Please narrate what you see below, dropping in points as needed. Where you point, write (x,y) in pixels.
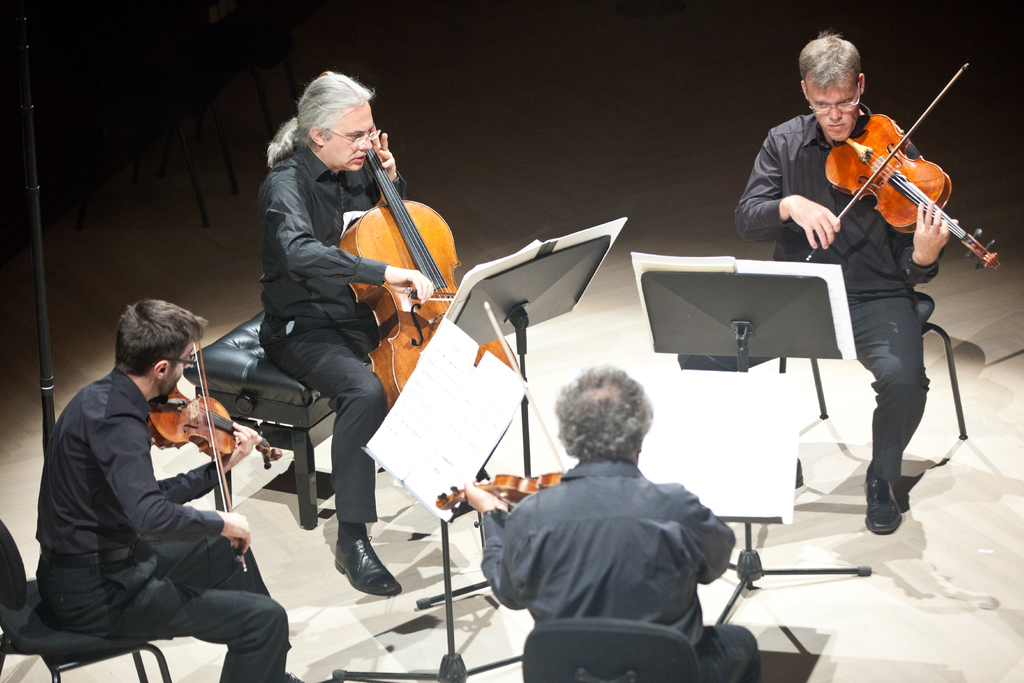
In the picture there are total four men (698,617) sitting in an order, in front of them there are some music notes (425,480) all of them playing string instruments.
